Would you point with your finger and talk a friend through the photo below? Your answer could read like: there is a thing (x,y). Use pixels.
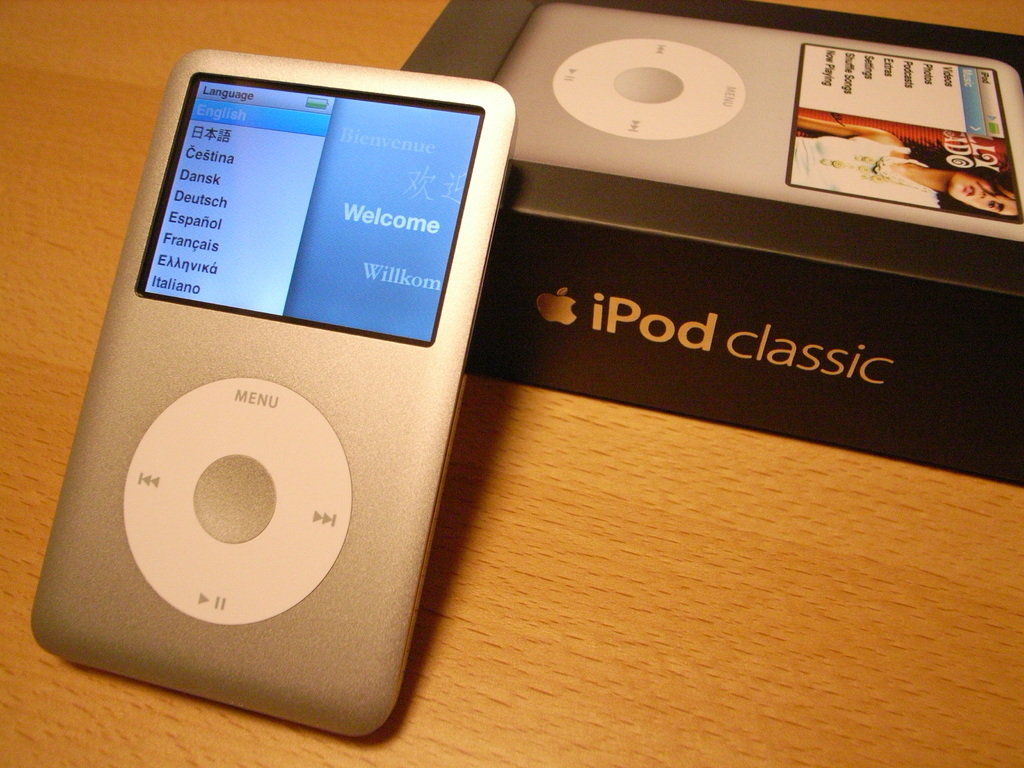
Here in this picture we can see a table (100,102) present, on which we can see an Ipod box (705,167) present and in front of it we can see an Ipod (258,296) present over there.
